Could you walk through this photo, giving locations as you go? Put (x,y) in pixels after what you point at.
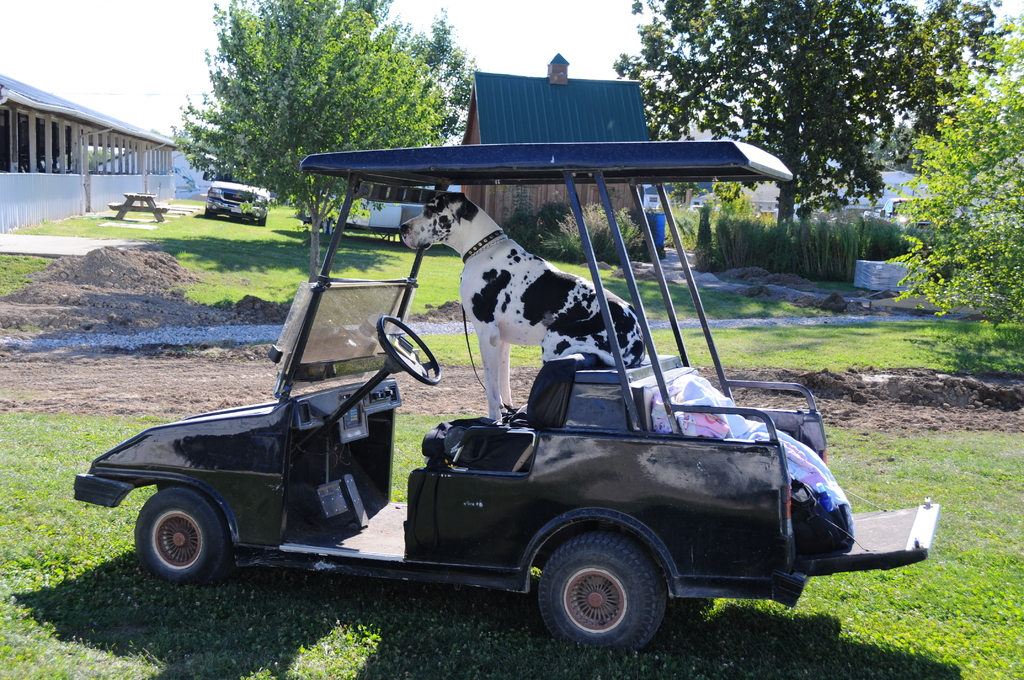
It is an open space (365,244) there is a vehicle (597,497) and upon the vehicle (379,422) there is a dog (551,263), behind it there is another vehicle (238,187) and also a hut (564,194) in the background (333,76) there are trees (300,39), sky (174,31) and a table (142,196).
